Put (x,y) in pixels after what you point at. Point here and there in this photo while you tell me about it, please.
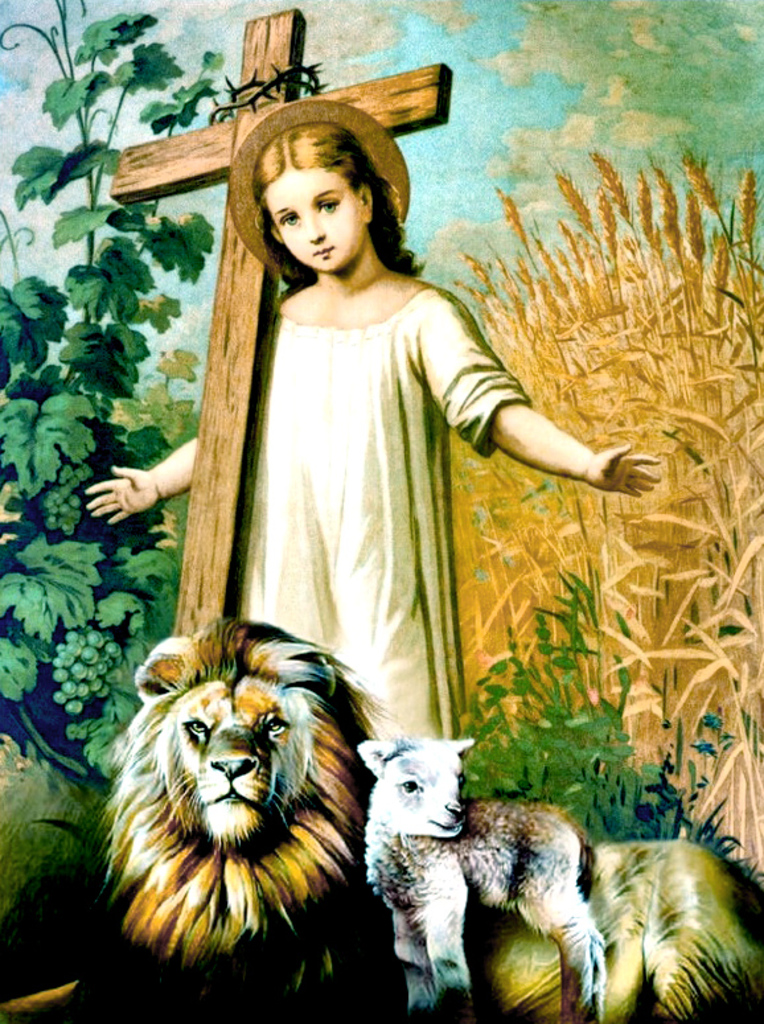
There is a person (321,296) in white color dress (384,335) standing near a wooden cross (230,288). Which is having the crown (222,109) of thorns near a lion (264,696), a sheep (502,853), plants (647,784) and fields (640,344) which are having seeds (699,216). In the background (468,25), there are clouds (549,156) in the blue sky (480,142).
